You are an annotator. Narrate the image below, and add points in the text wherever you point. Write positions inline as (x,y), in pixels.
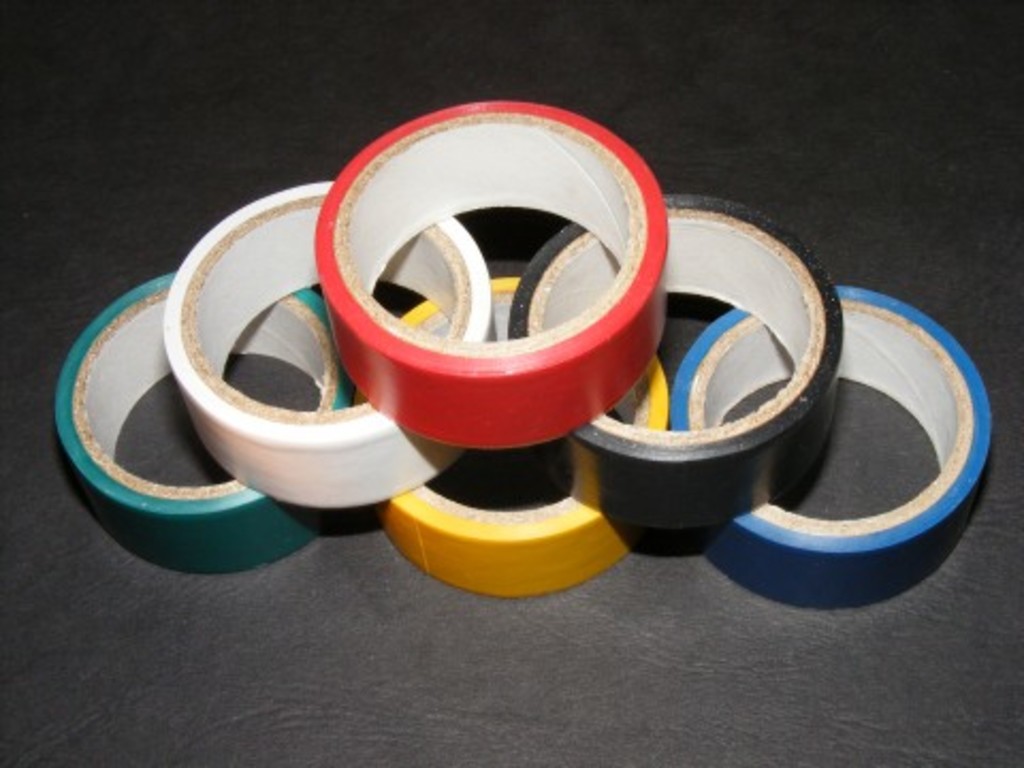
This Picture shows different colors of plaster rolls (433,462) on the black color background (116,101).
